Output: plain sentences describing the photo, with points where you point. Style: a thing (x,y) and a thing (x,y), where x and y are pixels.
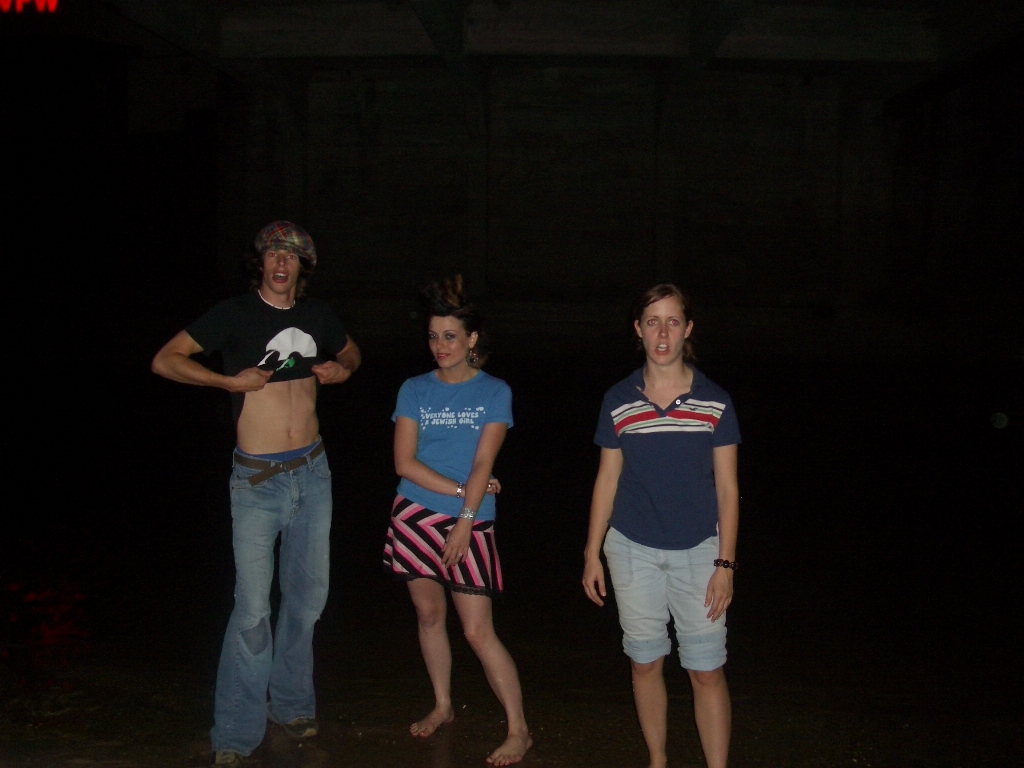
In this image I can see there are three persons (456,410) and two of them open their mouth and the image look likes very dark.
